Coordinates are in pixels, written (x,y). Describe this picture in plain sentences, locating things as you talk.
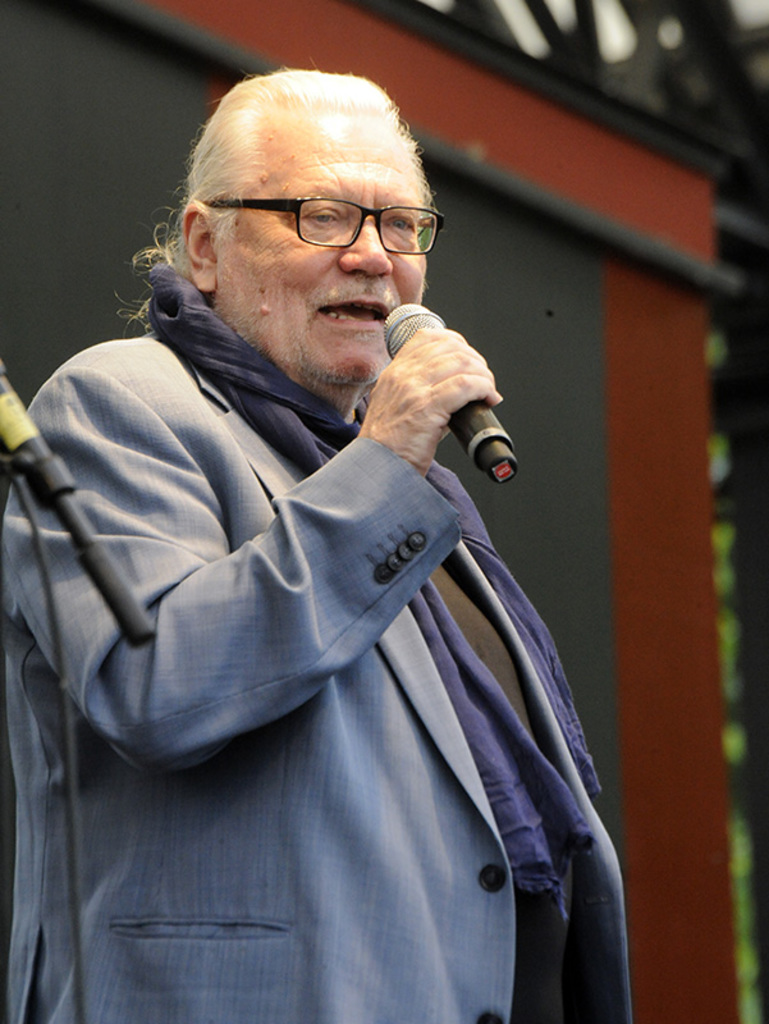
In this picture we can see a man (149,440) wearing a blue colour blazer (349,723) and also a scarf (262,399). He wore spectacles (401,222). He is holding a mic (477,409) in his hand (432,393) and talking. AT the left side of the picture (60,499) we can see partial part of a mic (46,450).
